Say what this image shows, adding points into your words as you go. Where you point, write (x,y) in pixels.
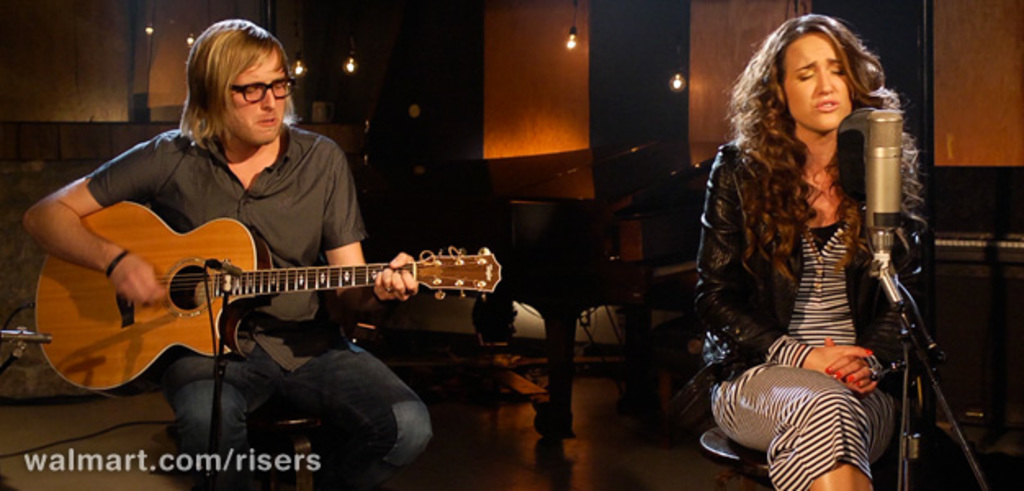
A man (267,124) wearing specs (267,91) is playing guitar (181,318). In front of him there is mic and mic stand (219,359). He is sitting on a stool (287,416). A lady (732,275) wearing black jacket (718,279) is singing in front of a mic (878,223) and mic stand (877,260). In the background (564,137) there is a wall (549,105) and lights (573,44).
